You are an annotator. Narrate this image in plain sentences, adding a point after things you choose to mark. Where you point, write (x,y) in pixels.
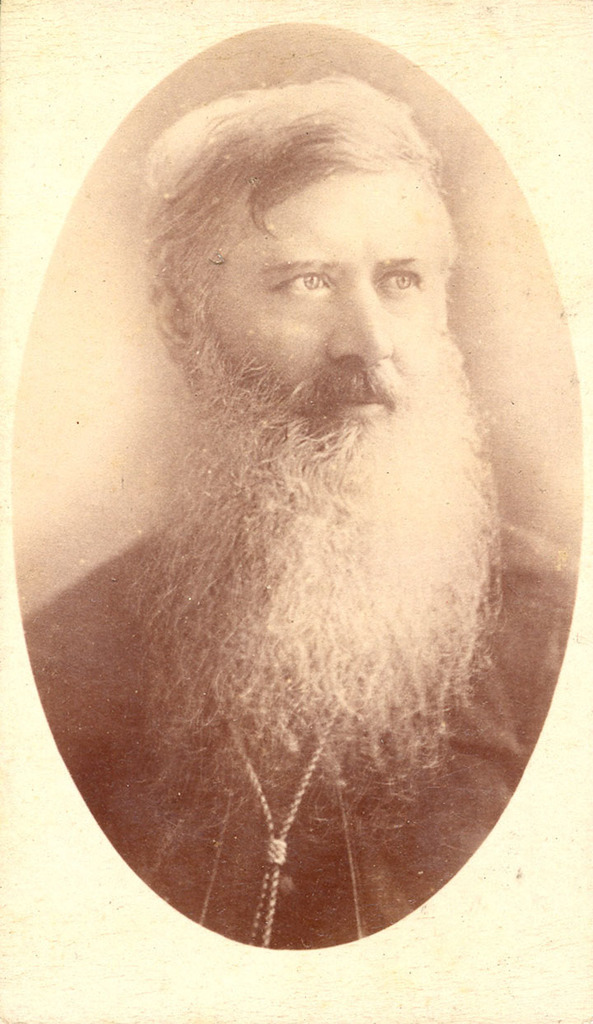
In this picture I can see the photo (56,322) of a man (152,800).
